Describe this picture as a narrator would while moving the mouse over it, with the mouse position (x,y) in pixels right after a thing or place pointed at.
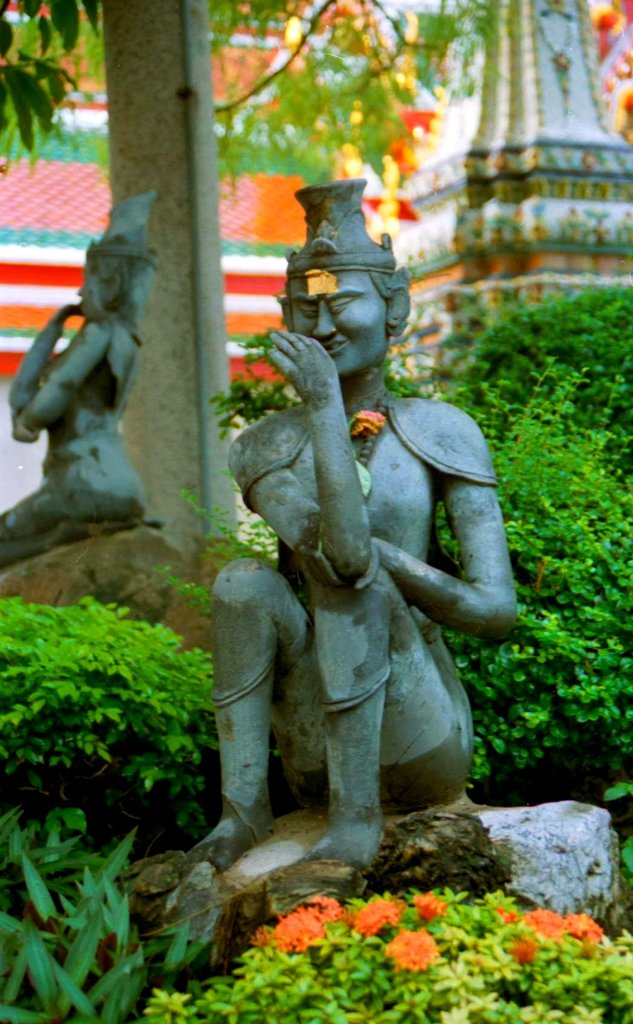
In the image there are two sculptures (285,506) on the rocks (402,824) and around those sculptures (296,672) there are beautiful plants (35,751) and in the background (167,198) there is a pole (180,111), behind the pole (141,1) there are branches (324,65) of trees (330,87).
